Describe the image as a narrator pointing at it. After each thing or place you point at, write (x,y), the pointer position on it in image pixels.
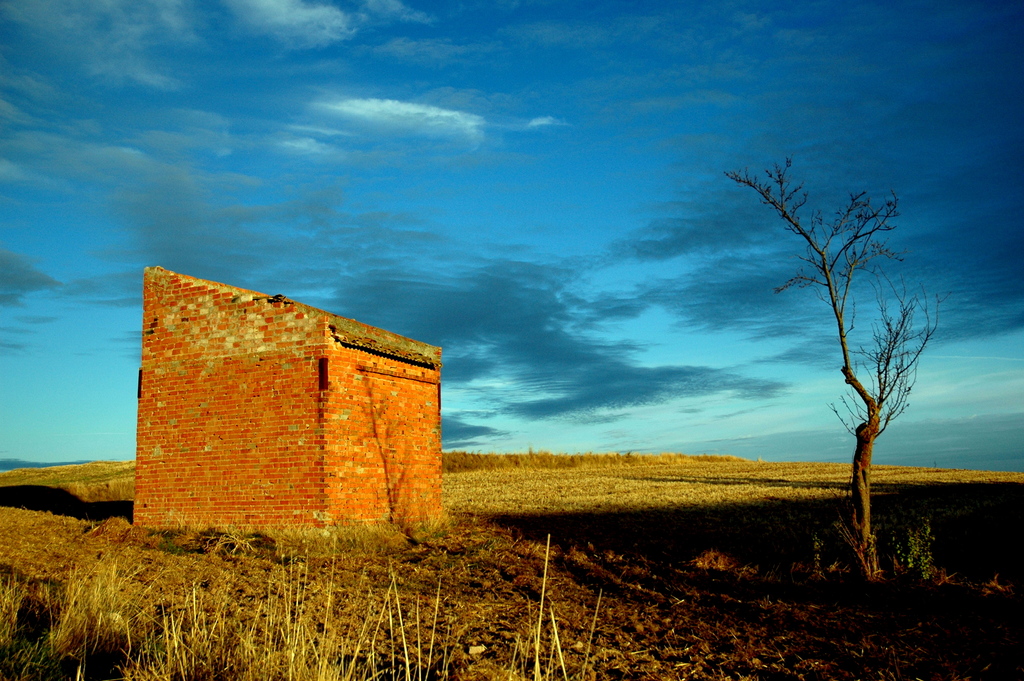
In this image we can a grassy land (812,562) and a tree (860,449). The sky (797,136) is in blue color with some clouds (518,315). Left side of the image (281,425) one brick house (297,436) is present.
